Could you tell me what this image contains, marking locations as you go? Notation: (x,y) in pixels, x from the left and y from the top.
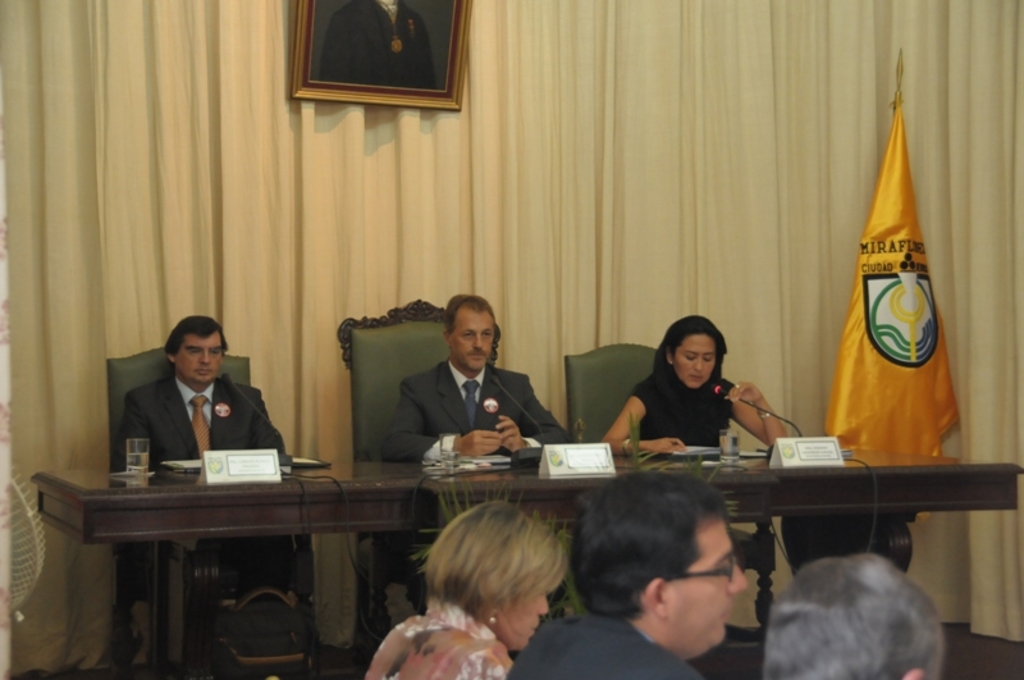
In this image there are group of persons (538,522) sitting in chair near the table (392,490) and in table (262,490) there are name board (218,475), glass (135,460), papers (489,466), and in back ground (666,254) there is flag (899,306), curtain (683,251) and a frame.
